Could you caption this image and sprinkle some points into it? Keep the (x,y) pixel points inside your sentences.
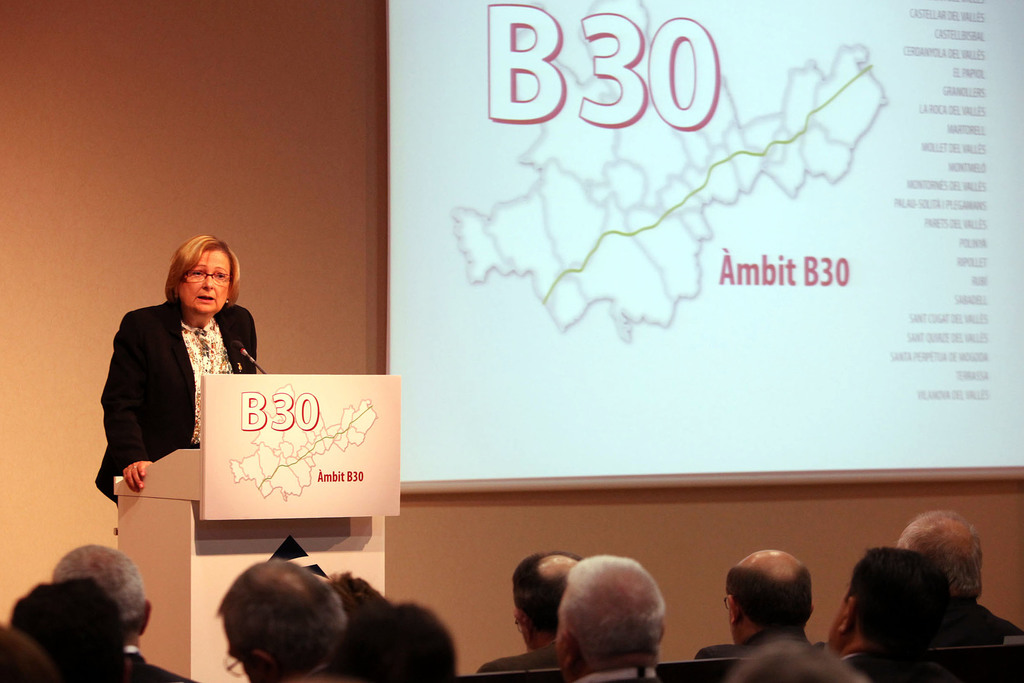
At the bottom of the image (737,598) there are heads (629,598) of men (268,630). In front of them there is a podium (244,457) with an image (279,455), text (326,475) and a mic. Behind the podium (315,469) there is a lady (172,340) standing. In the background (342,67) on the wall (763,521) there is a screen (427,232) with an image (745,158) and some text (693,130) on it.
